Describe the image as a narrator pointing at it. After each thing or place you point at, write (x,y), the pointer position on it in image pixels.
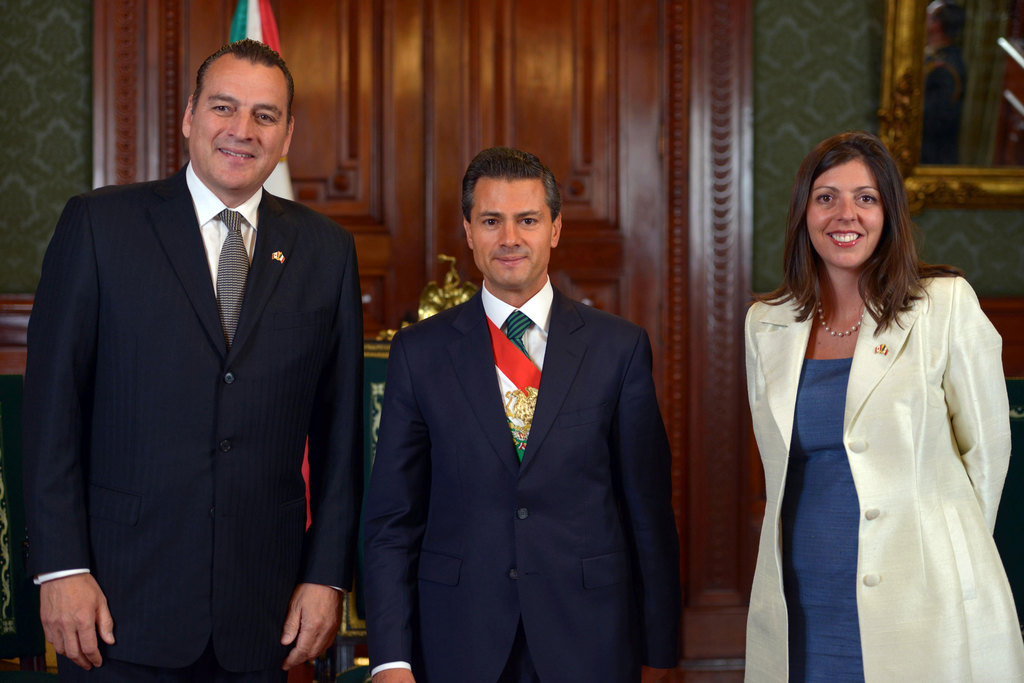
This picture is clicked inside. On the right (816,242) there is a woman (831,399) wearing blue color dress (828,409), smiling and standing. On the left (300,260) we can see the two persons (398,428) wearing suits (216,349), smiling and standing. In the background (741,77) we can see the wall (838,73), a wooden door (652,59) and some other objects (251,28). On the right corner (962,80) there is an object (1000,120) hanging on the wall (941,222) seems to be the mirror (957,51).
